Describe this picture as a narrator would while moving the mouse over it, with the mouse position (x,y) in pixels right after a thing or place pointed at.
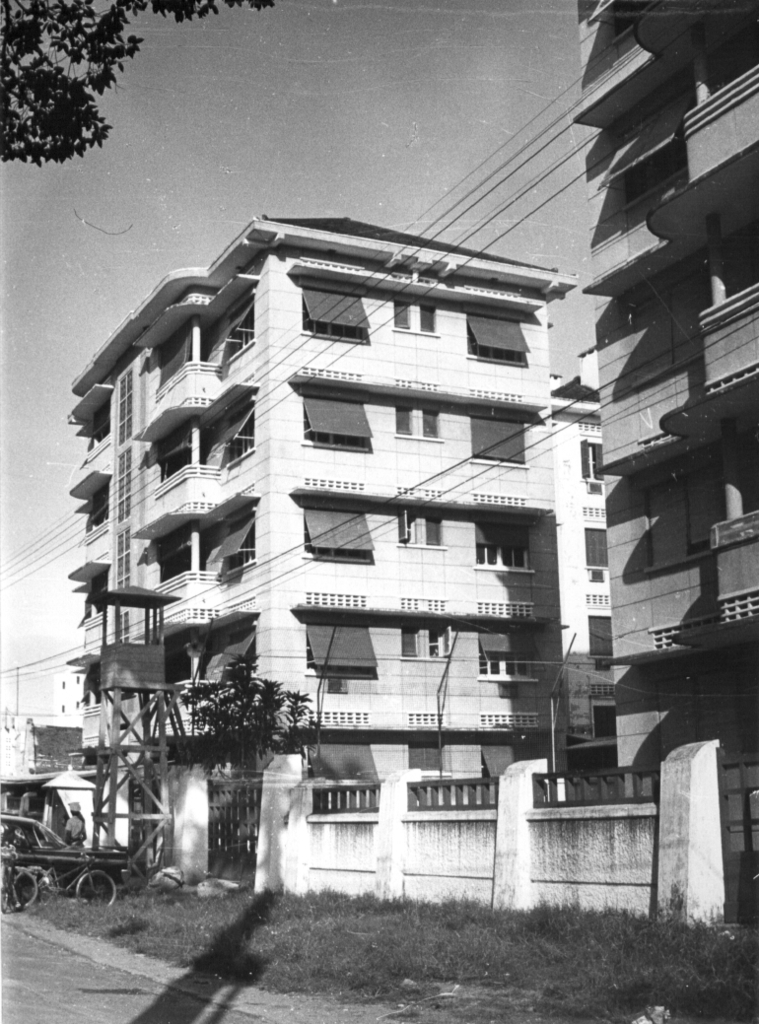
In this image I can see the buildings (447,639) with windows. In-front of the building (382,711) I can see the wall (325,857) and the door (218,834). I can also see the car (51,860) and the bicycle (33,872) and also the grass (315,955) to the side of the road (66,969). In the back (144,145) I can see the trees (36,131) and the sky (162,239).
